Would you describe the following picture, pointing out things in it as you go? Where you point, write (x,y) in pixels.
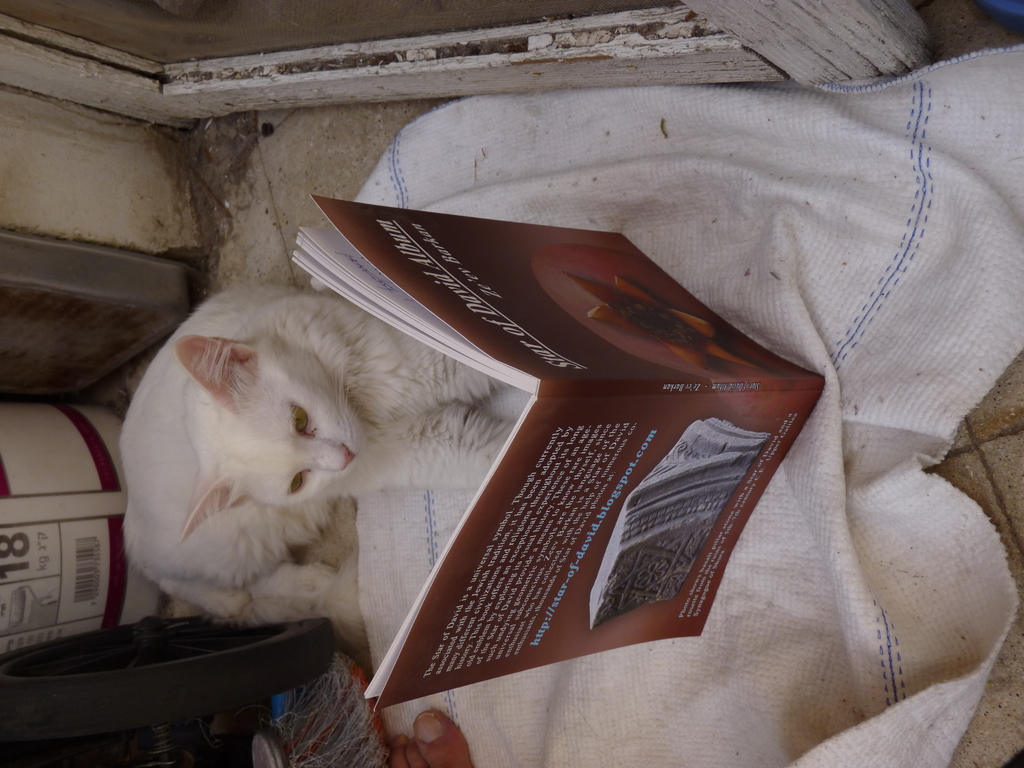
In this image I can see a white cat (220,445), a book (681,331) and a toe (424,734) of a person (433,736). I can also see a white cloth (856,141) over here.
